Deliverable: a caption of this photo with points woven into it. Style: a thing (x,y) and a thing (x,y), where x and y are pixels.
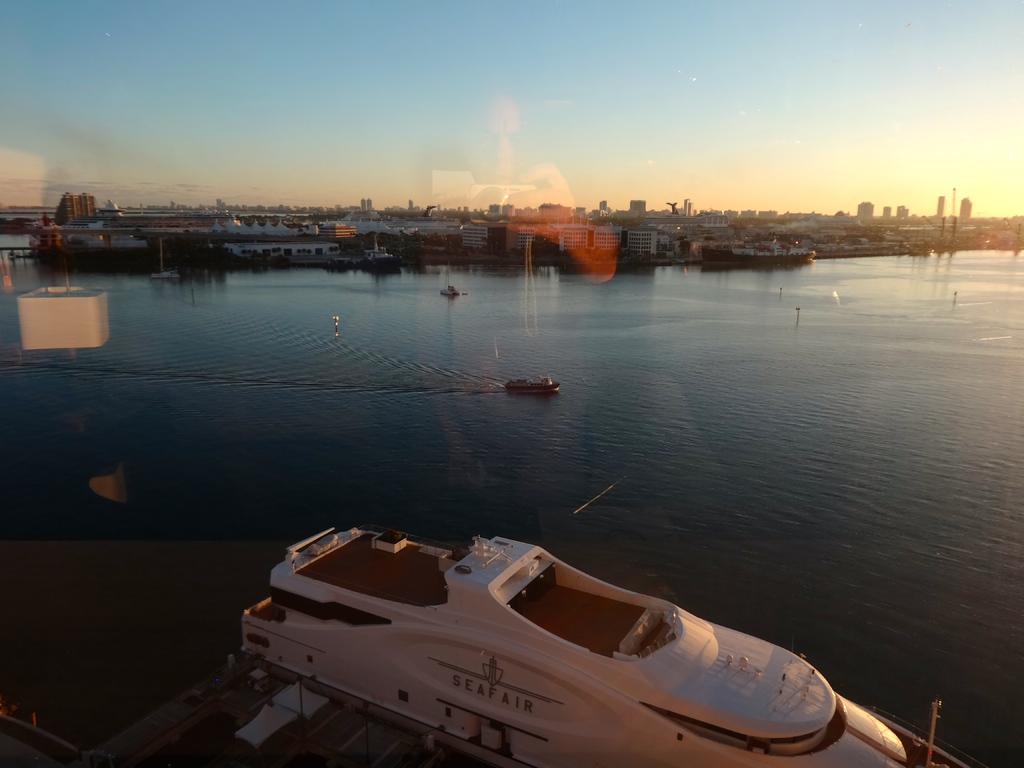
In this image I can see few boats (516,551). In front (606,690) I can see a white boat (585,723), water (705,481), buildings (605,227) and trees (420,255). The sky (563,106) is in white and blue color.
